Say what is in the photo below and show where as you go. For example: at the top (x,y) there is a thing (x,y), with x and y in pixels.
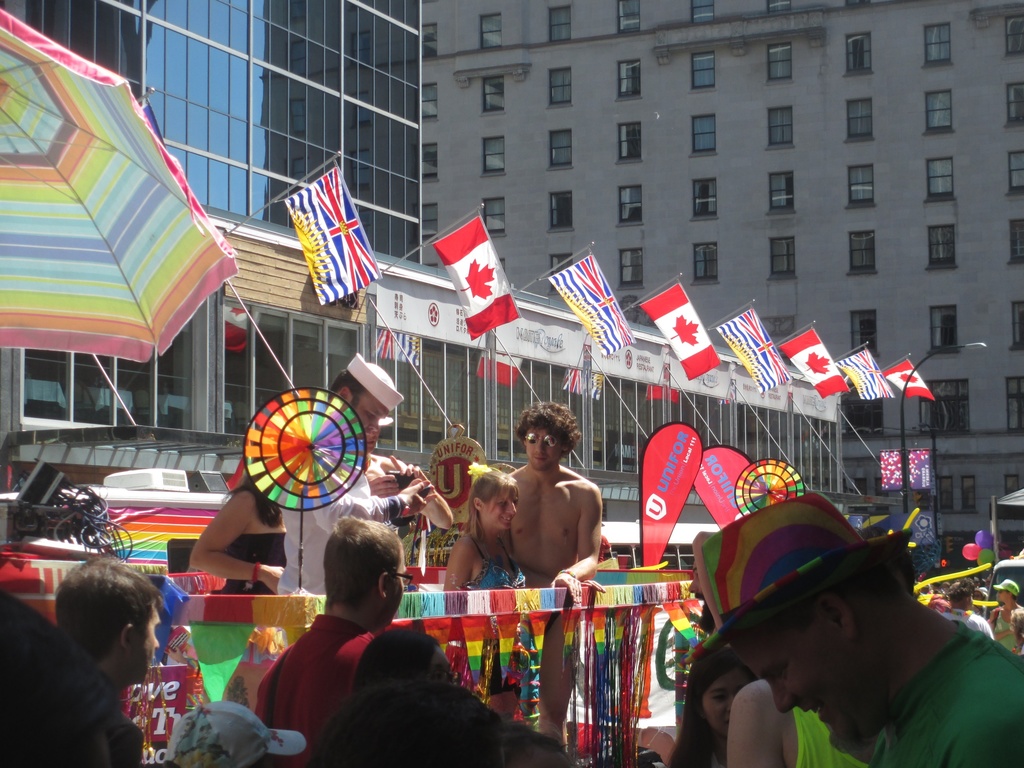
In this picture there is a man (569,516) who is standing on the stage (545,618). Beside him there is a woman (508,568) who is wearing blue dress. Beside her there is a man (398,507) who is holding the camera (410,474) and mobile phone (419,483). At the bottom (29,673) I can see some peoples (870,666) were standing near to the stage (640,712). In the center (474,266) I can see many flags (657,322) on the building (329,318). On the left (207,280) there is an umbrella (84,223). At the top (145,38) I can see many windows (1017,174) on the building (707,190). On the right (1017,523) I can see some street lights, beside that there is a tent (998,516).
